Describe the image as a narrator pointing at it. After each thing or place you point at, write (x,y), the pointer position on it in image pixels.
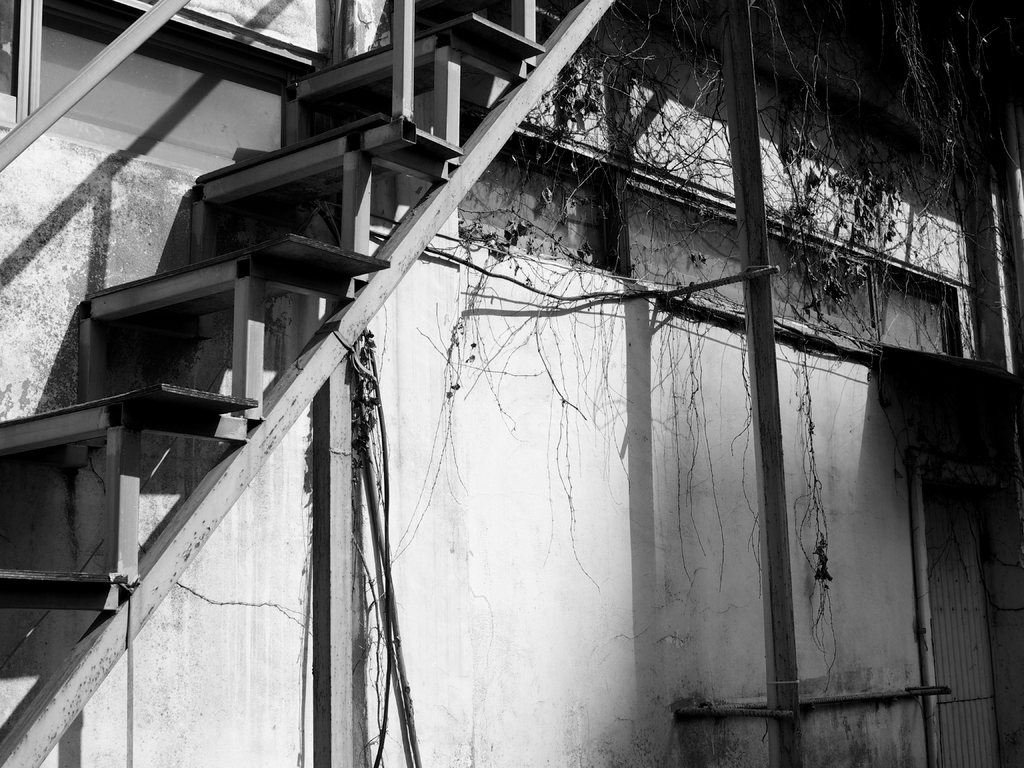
This is a black and white image, in this image there are stairs (88,593), in the background (884,149) there is a wall (864,55).
